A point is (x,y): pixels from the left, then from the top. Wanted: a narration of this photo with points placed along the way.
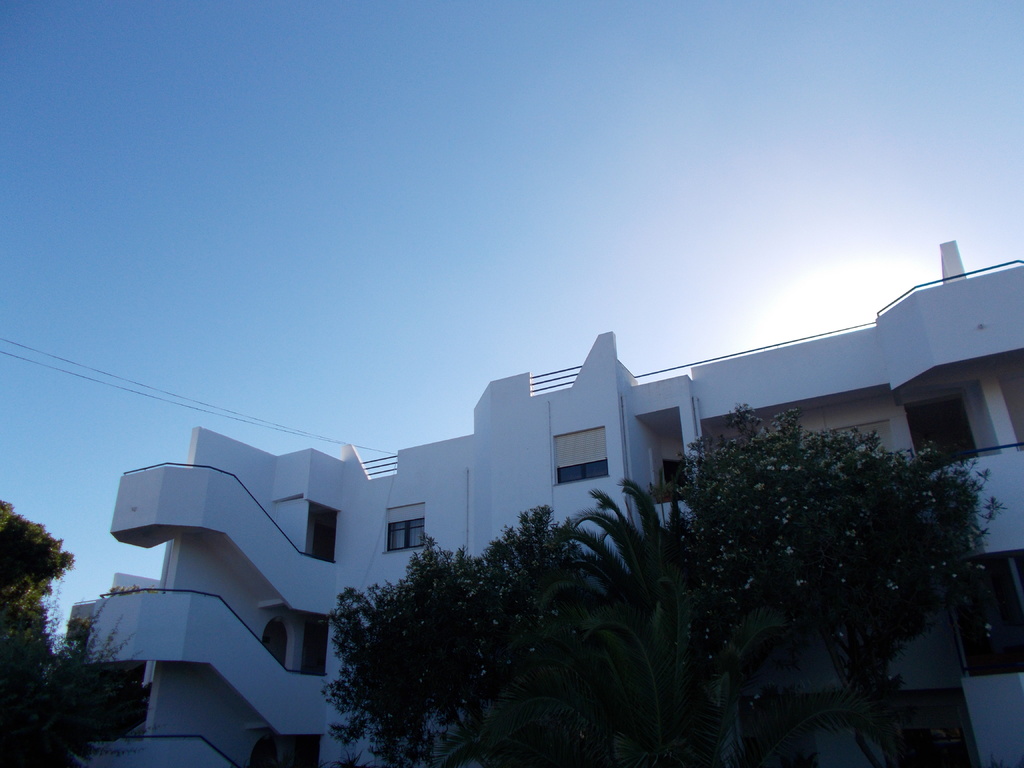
In this picture, there are trees (711,620) at the bottom (481,715). Behind the trees (582,681), there is a building (600,441). At the top (469,139), there is a sky (544,241).
